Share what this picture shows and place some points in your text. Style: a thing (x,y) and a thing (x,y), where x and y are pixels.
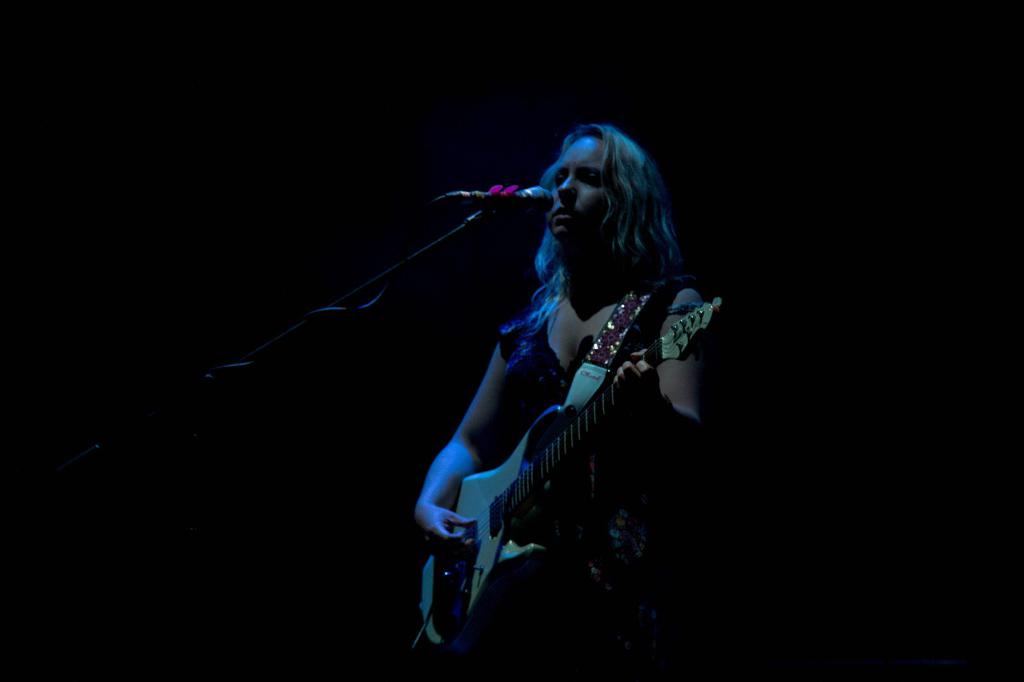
Here we can see that a woman (654,217) is standing on the floor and holding a guitar (572,424) in her hand (653,386), and in front (483,214) here is a microphone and the stand (285,332).
